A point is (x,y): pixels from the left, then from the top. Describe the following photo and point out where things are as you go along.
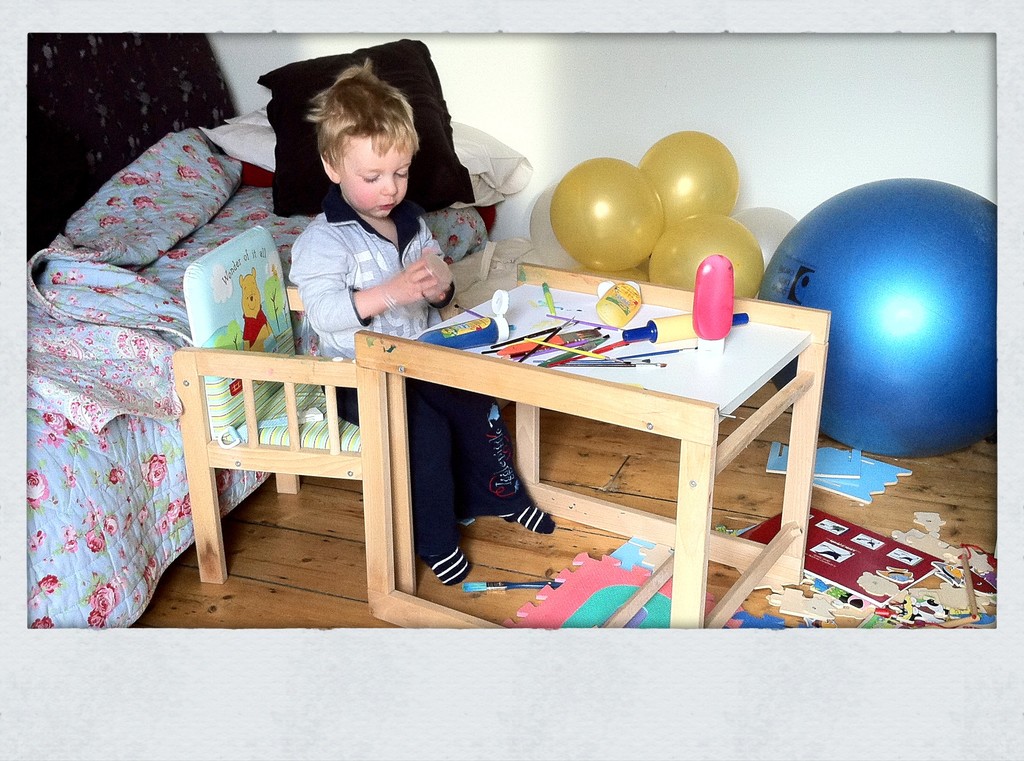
This image is taken in the room (857,504) where the kid (501,457) is sitting on a chair (288,438) in the center (467,398). There is a table (596,392) in front of the kid (481,400) on that table (672,356) there are pens (563,344) and some toys (662,323). At the right side (922,321) there is an exercise ball (894,317) in blue in colour. In the center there are three balloons (678,209). At the left side (106,231) there is a bed (155,270), and a blanket (147,221), black colour wall (120,101). At the right side (928,589) there are toys (904,598) on the floor (887,594). In the center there is a white wall (629,86).
